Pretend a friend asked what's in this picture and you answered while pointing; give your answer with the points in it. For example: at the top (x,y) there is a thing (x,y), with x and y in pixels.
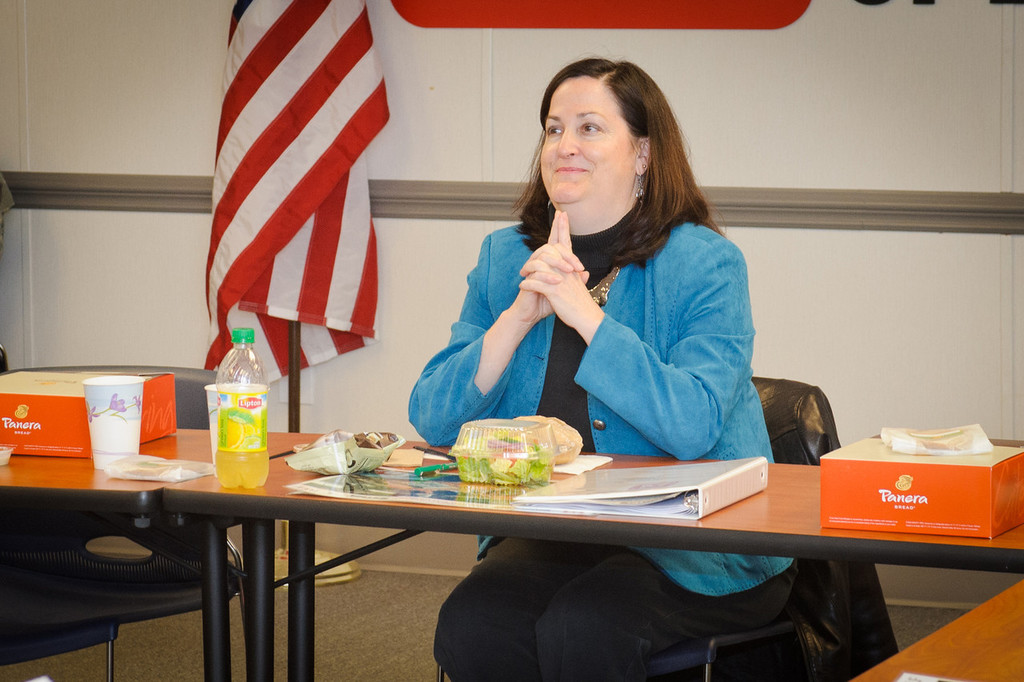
In the center of the image (544,257) there is a woman (500,323) sitting on the chair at the table (564,526). On the table (7,502) we can see beverage bottle (264,395), cup (113,418), boxes (856,508), file (561,484) and some food (489,456). In the background (326,202) we can see flag (240,178) and wall (494,95).
